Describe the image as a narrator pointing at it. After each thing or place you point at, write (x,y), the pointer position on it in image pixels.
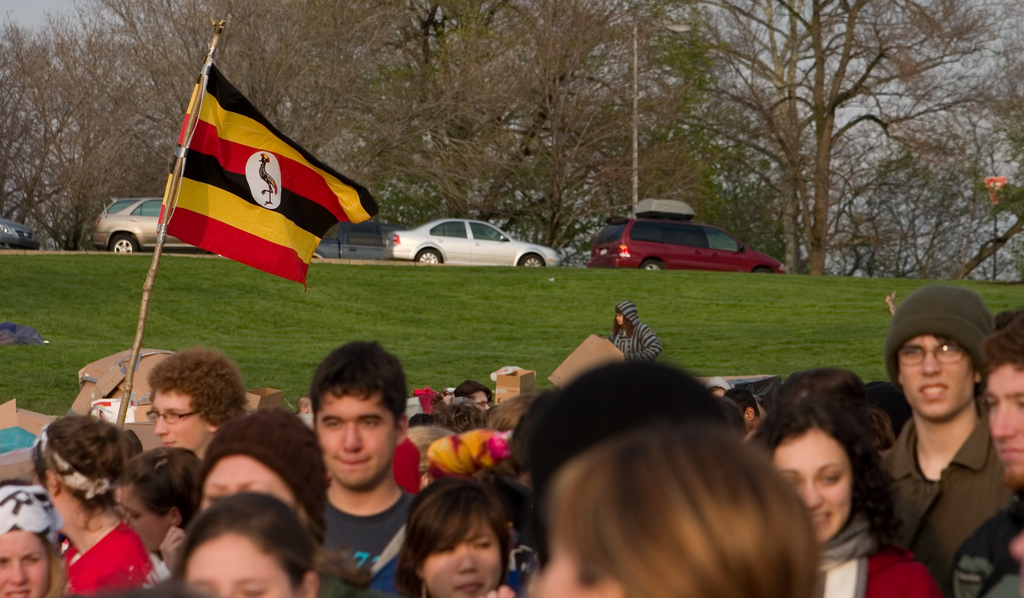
At the bottom (627,475) I can see a crowd of people (415,512). On the right side (924,447), I can see one person (925,321) is having a cap (937,310) on the head (912,302) and on the left side (199,167) there is a flag (207,228). In the background (391,307) there are few cars (402,251) on the road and also I can see the green color grass (423,301). On the top of the image (693,89) there are some trees (557,69).
